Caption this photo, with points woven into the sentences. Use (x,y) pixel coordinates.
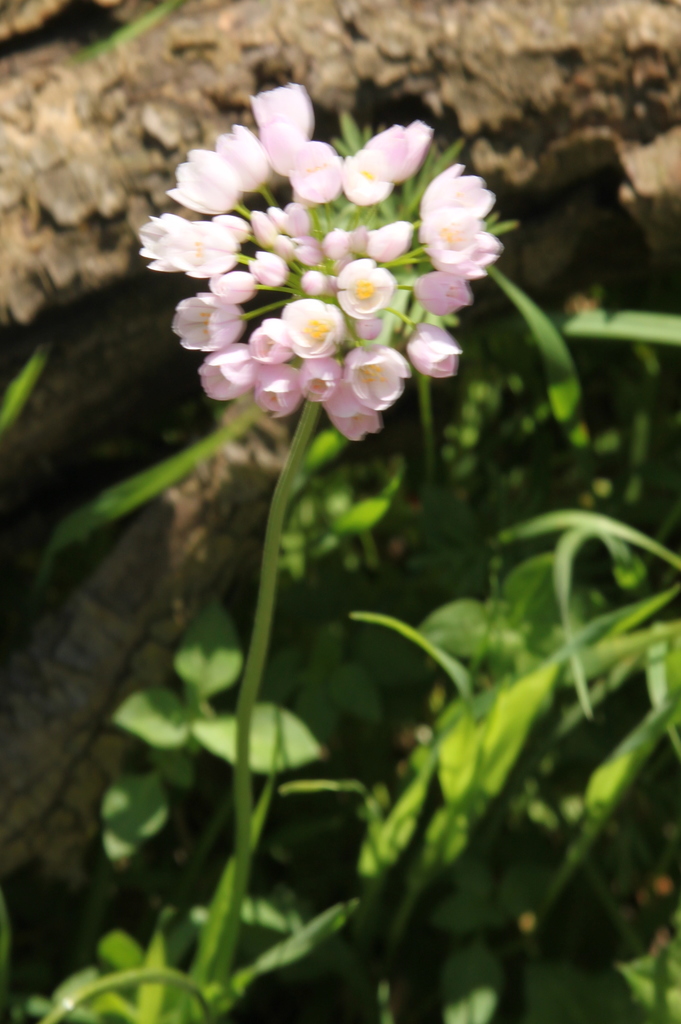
In this image we can see pink color flowers (242,278) and stem (245,840). In the background (120,599), we can see bark (486,160) of the tree (495,162) and leaves (526,596).
